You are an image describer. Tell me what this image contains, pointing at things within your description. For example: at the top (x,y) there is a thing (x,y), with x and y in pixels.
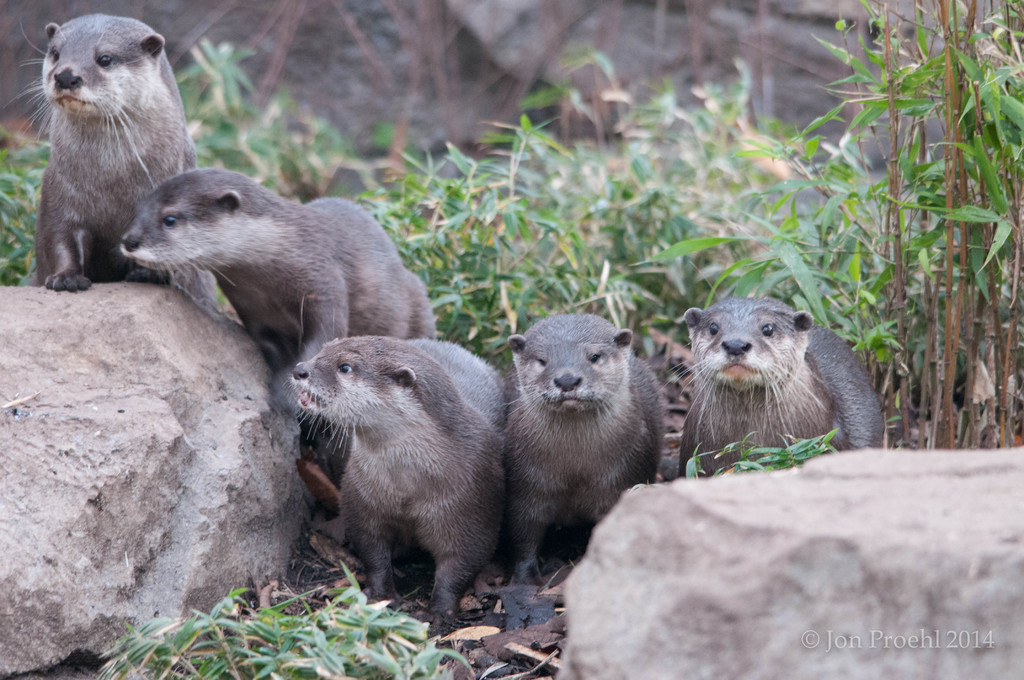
In this image, we can see animals (384,407). There is a rock (189,491) in the bottom left (137,548) and in the bottom right of the image (868,570). There are some plants (731,289) in the middle of the image (447,240).
